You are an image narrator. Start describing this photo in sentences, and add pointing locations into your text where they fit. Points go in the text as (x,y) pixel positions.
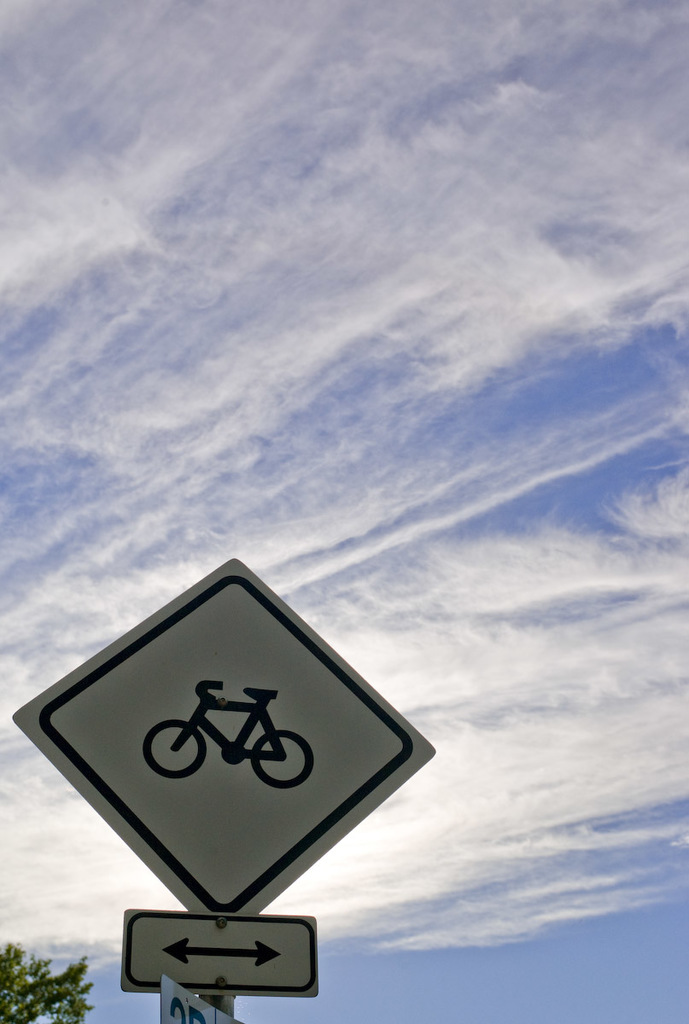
There is a sign board (283,812) at the bottom of this image (239,961) and there is a sky (378,464) in the background (394,528). There are some leaves (40,978) of a tree (44,983) at the bottom left corner of this image (51,980).
